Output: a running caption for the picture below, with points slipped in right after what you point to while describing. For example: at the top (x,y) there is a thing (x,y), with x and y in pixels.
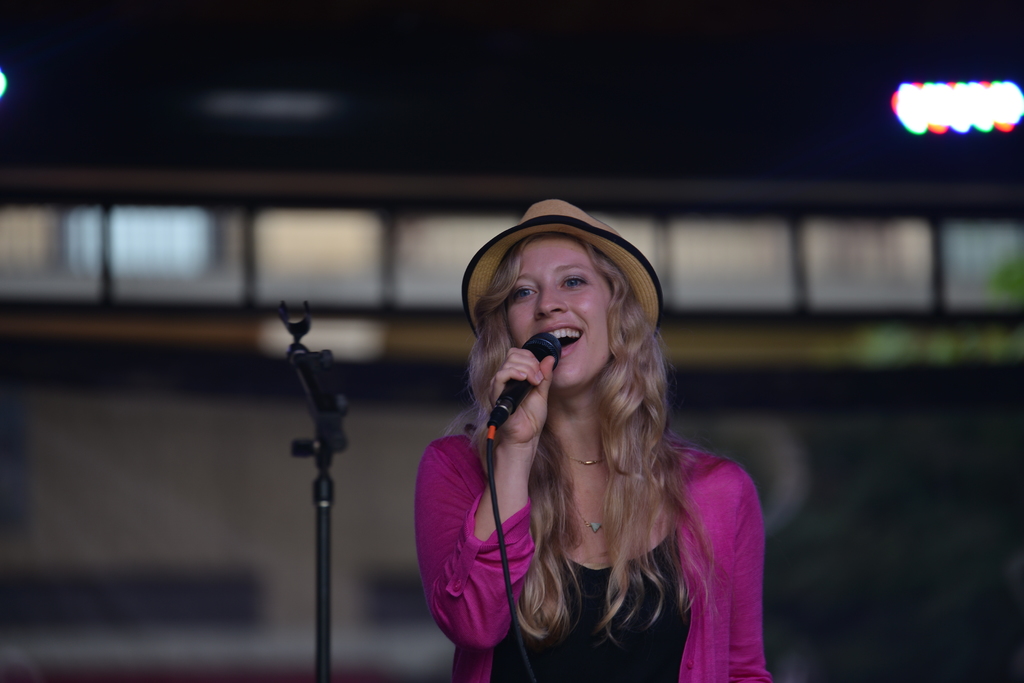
In this image I see a woman (542,582) who is holding a mic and she is wearing a pink and black dress (488,574) and she is also wearing a hat (473,292), I can also see a tripod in front of her. In the background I see the lights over here.
